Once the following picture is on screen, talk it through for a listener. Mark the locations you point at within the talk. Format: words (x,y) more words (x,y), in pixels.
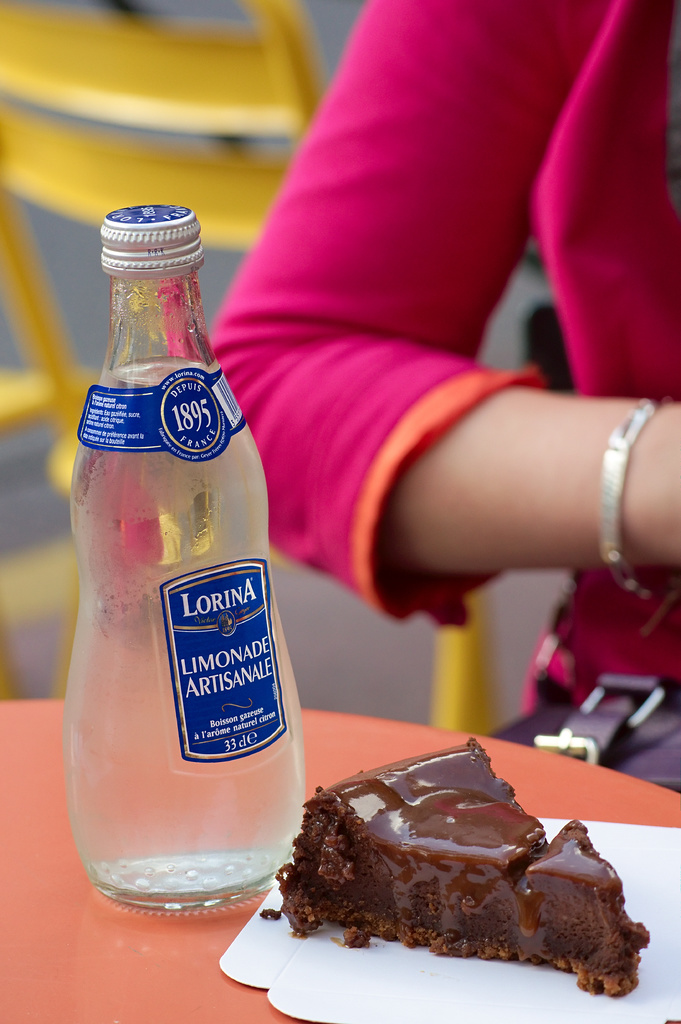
In this image I can see a bottle (235,733) and a piece of a cake (463,768). Here I can see a hand (478,500) of a person (490,412).
